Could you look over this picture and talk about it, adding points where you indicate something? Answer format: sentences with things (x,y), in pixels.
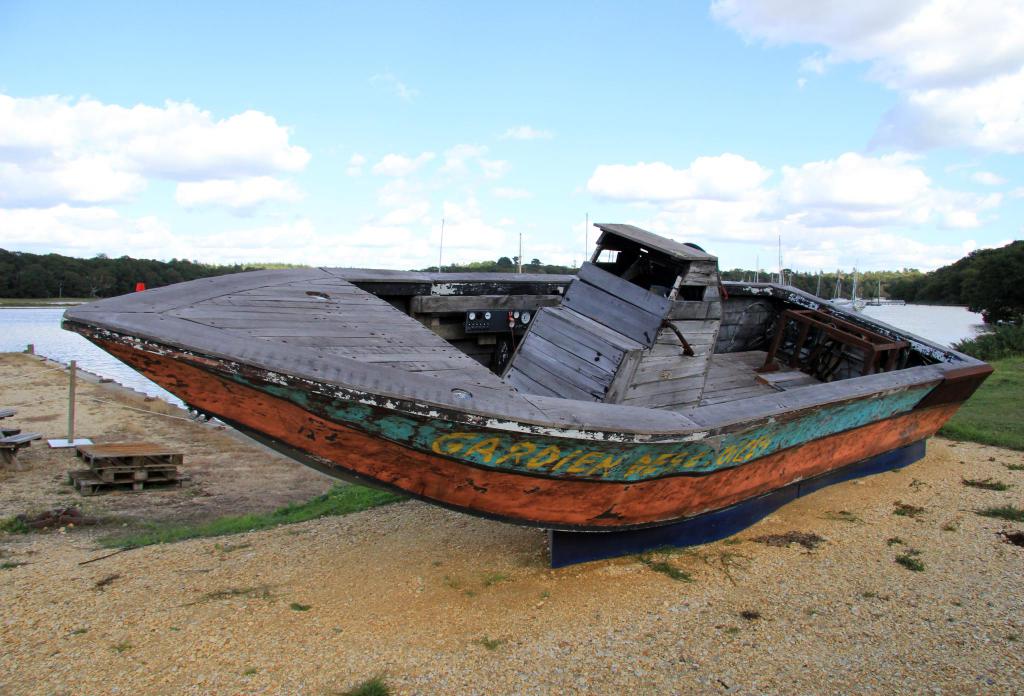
In this image there is the sky (687,156), there are clouds (281,143) in the sky (518,173), there are trees (824,277), there are trees (26,277) truncated towards the left of the image (15,275), there are trees (1008,294) truncated towards the right of the image (1002,263), there is a river (916,313), there is grass (1006,417) truncated towards the right of the image (1004,400), there are plants (994,323), there is a boat (604,385), there are objects (138,465) on the ground (77,413), there is an object (6,414) truncated towards the left of the image (26,439).
